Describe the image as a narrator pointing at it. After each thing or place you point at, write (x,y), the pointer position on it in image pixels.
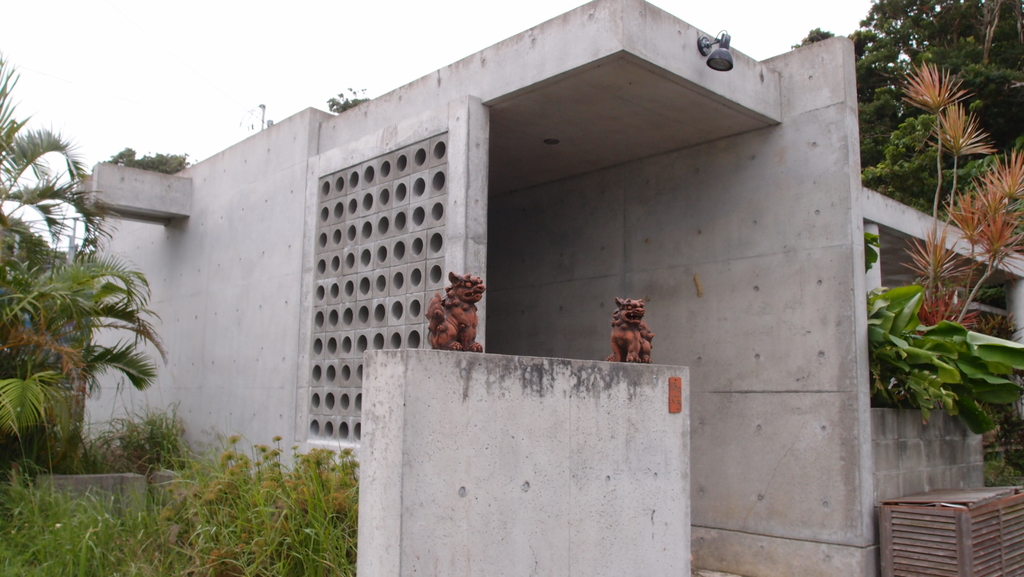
In this image we can see a building (750,195). On the building (776,221) there is a light (715,62). Near to the building (692,65) there is a wall (565,393). On the wall (598,398) there are statues (454,317). Near to the building (239,369) there are plants (184,495) and trees (86,316). At the top (440,51) there is sky (436,51). In the right bottom corner (936,524) there is a box (909,520).
